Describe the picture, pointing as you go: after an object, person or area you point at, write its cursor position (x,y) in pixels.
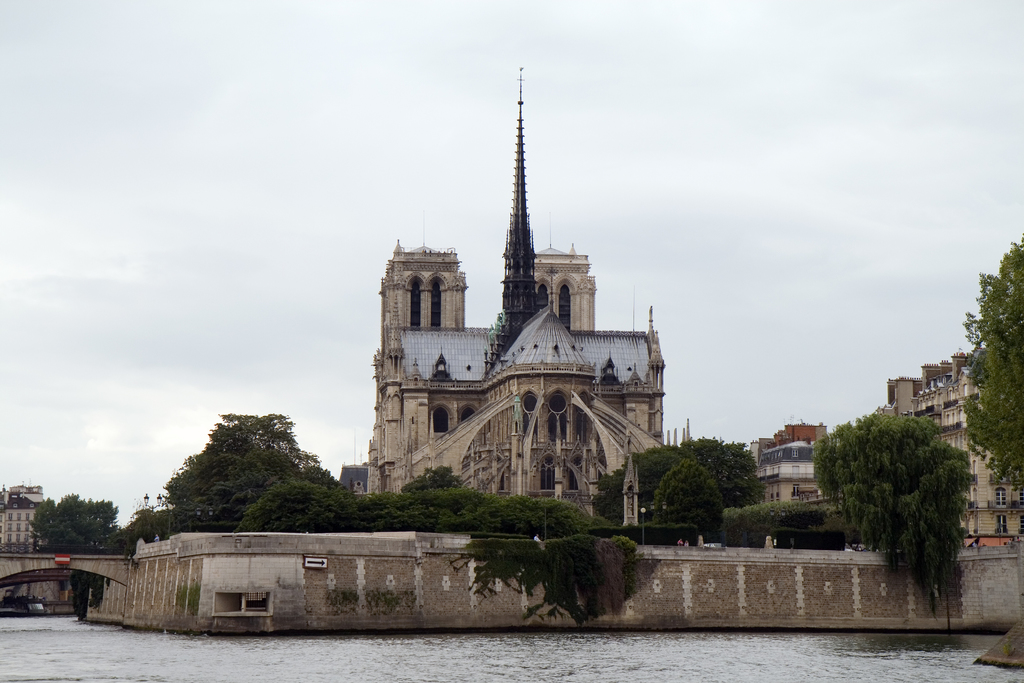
In this image we can see there are buildings (476,421). In front of the building (609,435) there are trees (246,463) and wall (328,576). And there is the bridge (77,560), water (218,637) and the sky (263,204).
